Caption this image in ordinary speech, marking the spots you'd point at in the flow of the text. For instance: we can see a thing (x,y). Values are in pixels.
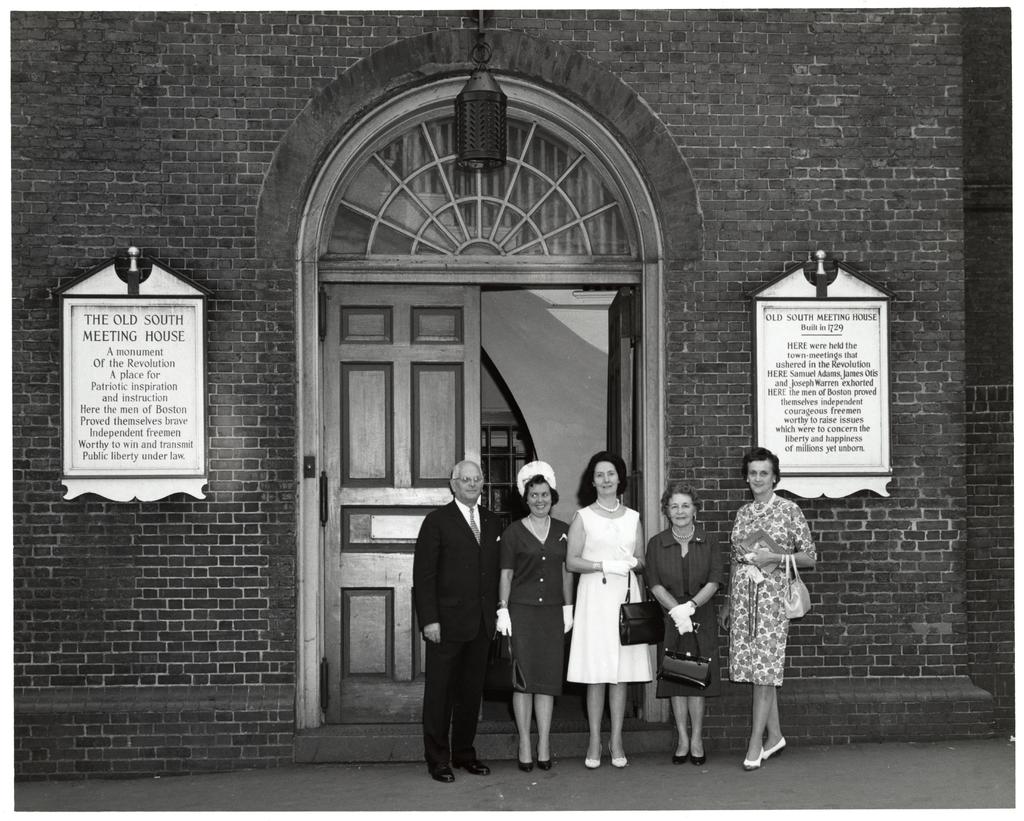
In this picture we can observe five members (699,561) standing. All of them were smiling. Four of them were women (547,487) and one of them was a man (448,610) wearing a coat (465,612). Behind them there is a door (442,499). On either sides of this door (349,411) there are two white color boards (771,408) fixed to the wall (238,253). This is a black and white image.
